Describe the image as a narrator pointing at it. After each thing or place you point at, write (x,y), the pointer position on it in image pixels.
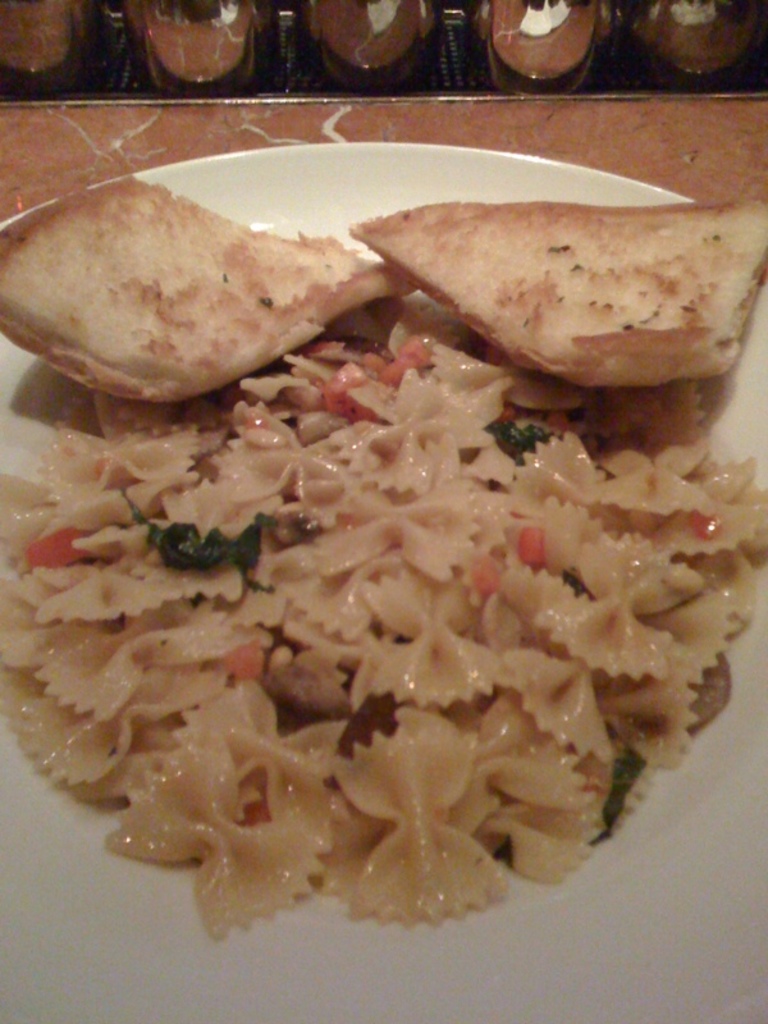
In the image we can see a plate (328,191) white in color, in the plate (314,170) there is a food item (273,531) and pieces of bread (350,272).
